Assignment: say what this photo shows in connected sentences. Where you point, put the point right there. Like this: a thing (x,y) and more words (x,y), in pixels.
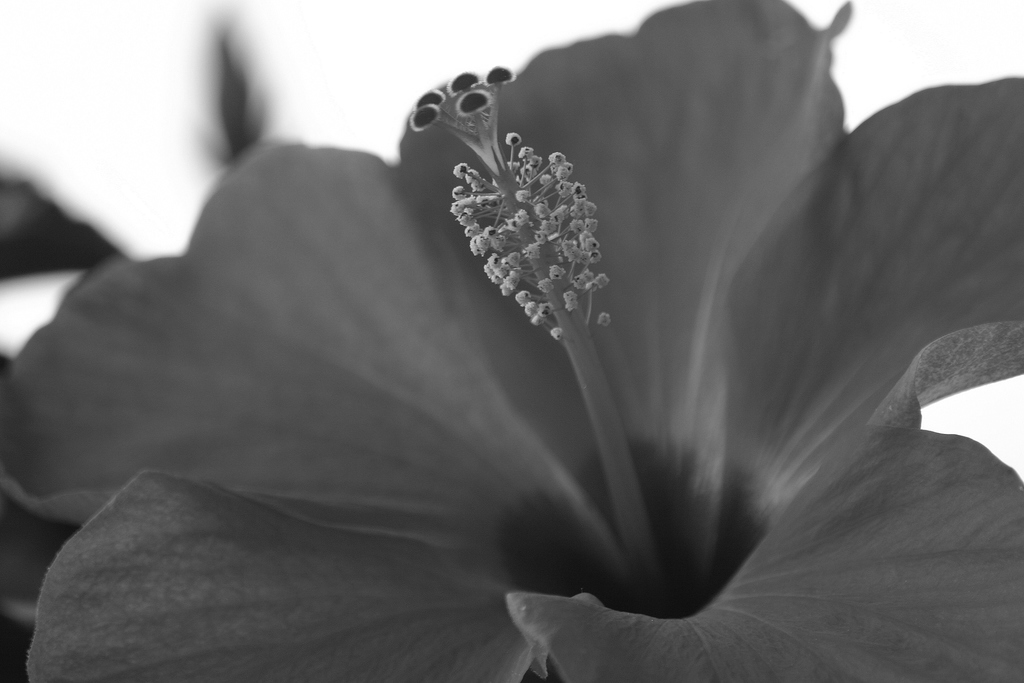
In the center of the image (638,448) we can see hibiscus (585,464).
